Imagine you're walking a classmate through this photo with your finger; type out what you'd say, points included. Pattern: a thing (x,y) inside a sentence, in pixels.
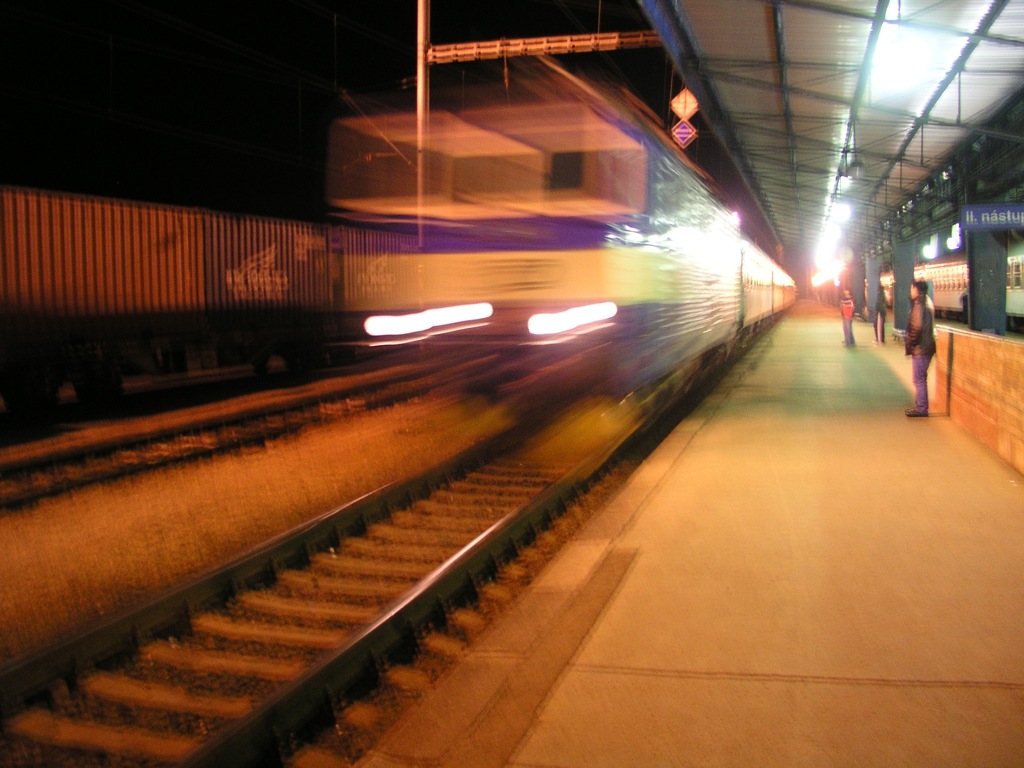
In the center of the image (449,263) there is a train (647,294). On the right side of the image (764,491) we can see platform (836,381), persons (846,289), pillars (983,285) and train (944,283). On the left side of the image (52,250) we can see train (23,385) and railway tracks (143,451).
